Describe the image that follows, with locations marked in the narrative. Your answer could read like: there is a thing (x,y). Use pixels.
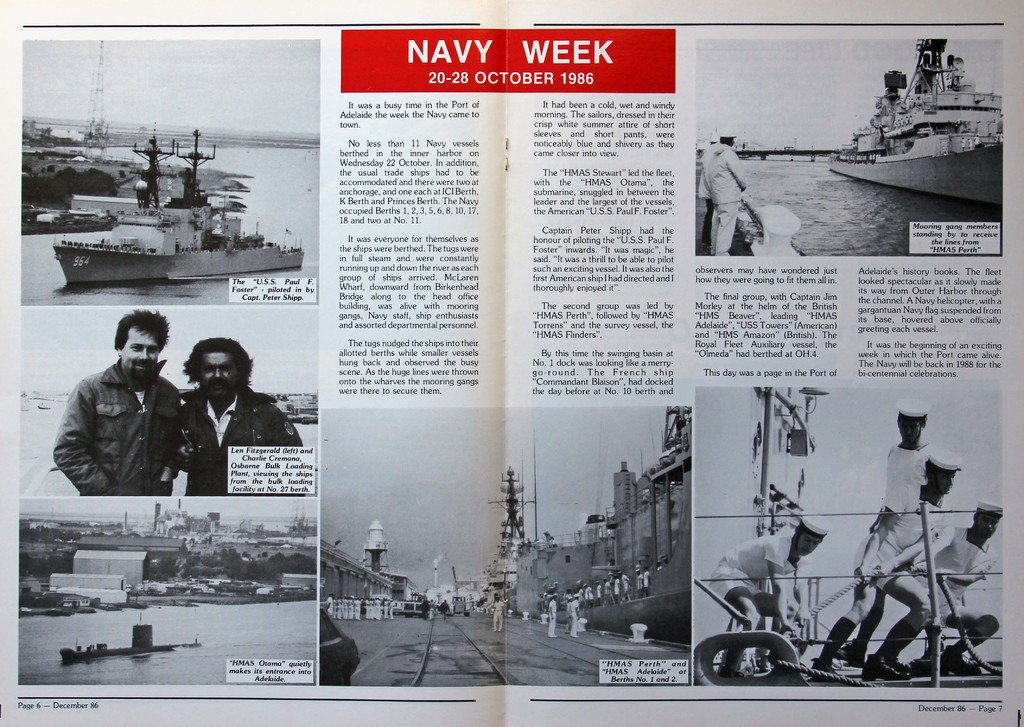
In the picture it looks like a middle page (201,424) of a book (482,384) and there are some pictures (227,484) related to the navy and in the middle (465,316) there is some description (444,172) about the pictures (701,402).
